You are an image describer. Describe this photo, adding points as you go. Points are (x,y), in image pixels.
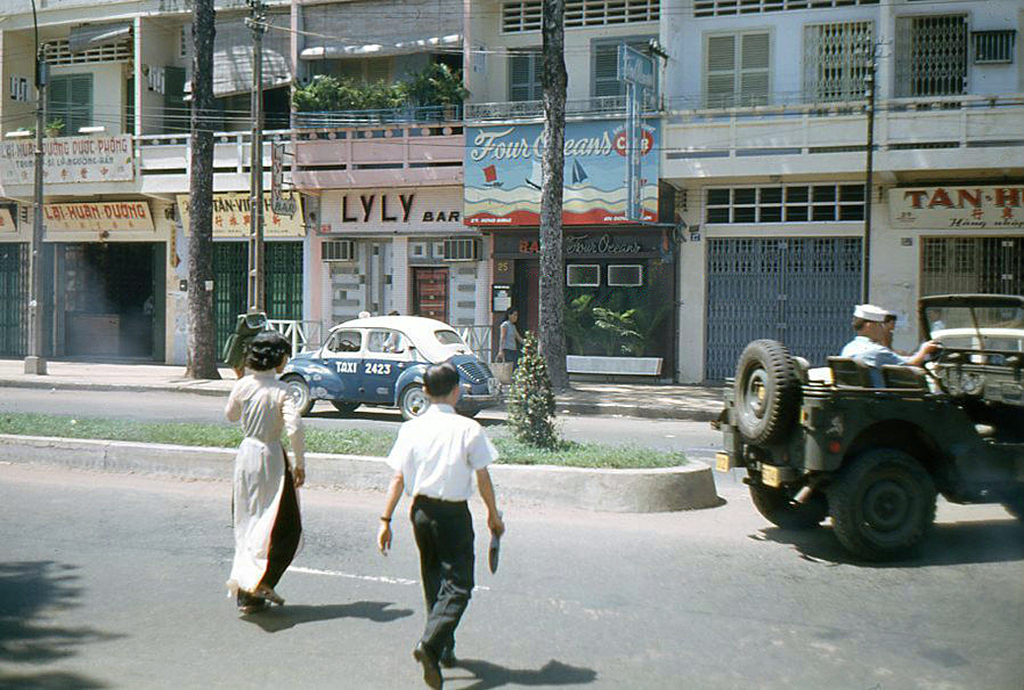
In this image we can see a car (420,392), jeep (877,485) and some people (430,574) walking on the road (407,635). We can also see a person (940,346) sitting in a jeep (927,414). On the backside (547,368) we can see the bark (209,372) of the trees (213,358), grass (319,439), a divider (372,442), street poles (249,270), wires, signboards (643,142), a group of buildings (668,149), plants (545,434) and some grills (746,327).
